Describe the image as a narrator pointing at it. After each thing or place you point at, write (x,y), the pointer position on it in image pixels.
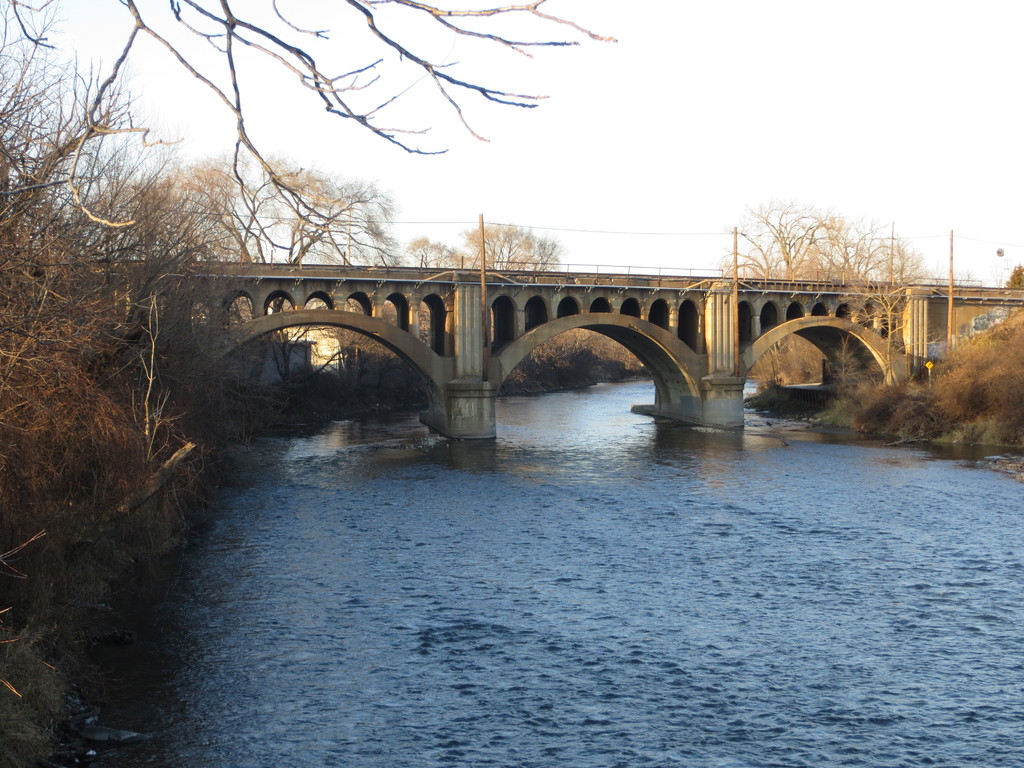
In this image I can see water (249,624), trees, poles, wires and a bridge (443,401). At the top (551,156) I can see the sky (618,221). This image is taken may be during a day.
